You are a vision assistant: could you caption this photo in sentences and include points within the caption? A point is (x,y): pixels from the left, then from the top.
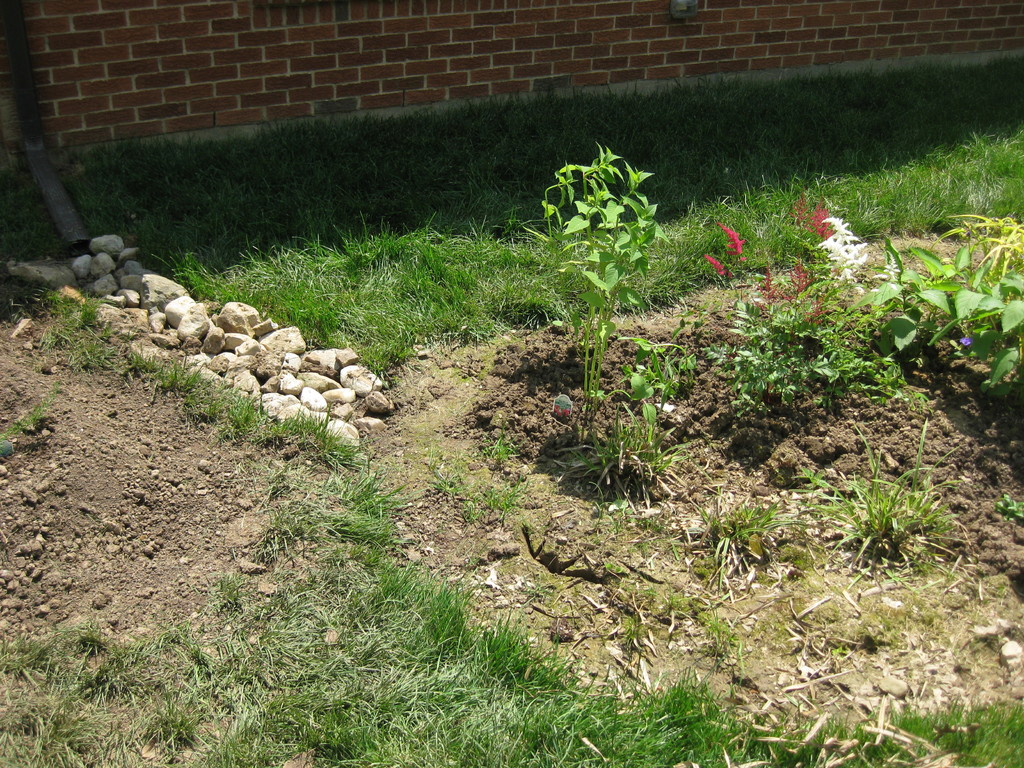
In this image we can see grass (417,209), plants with flowers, stones (238,357) are on the ground (58,316) at the brick wall (294,30).
